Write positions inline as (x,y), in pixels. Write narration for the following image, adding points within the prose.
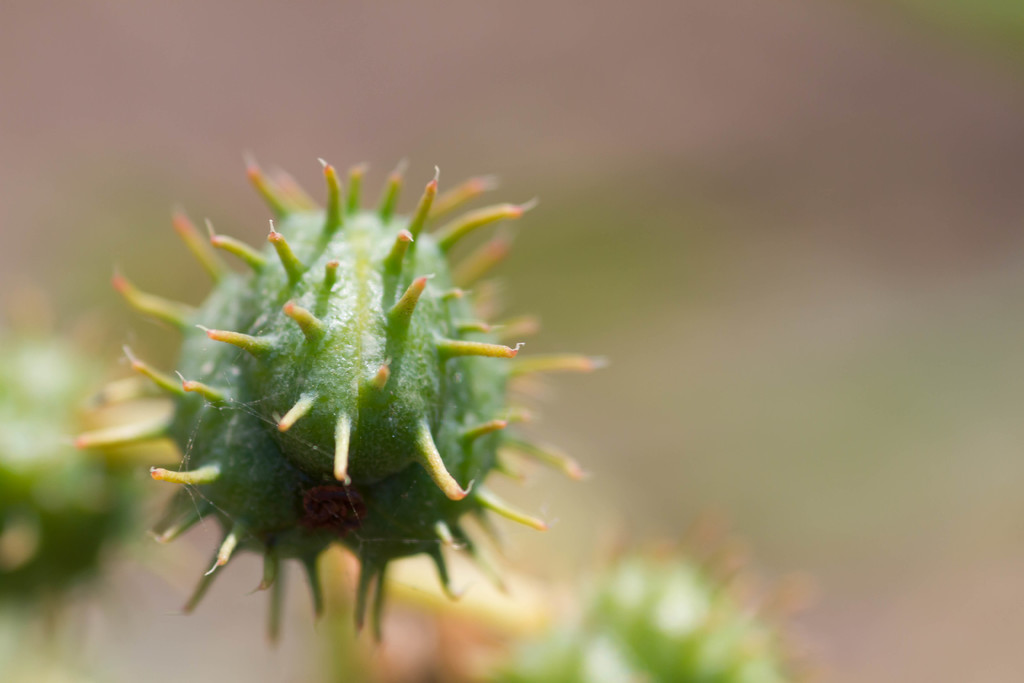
In the center of the image (378,297) we can see seed pod (218,406).
